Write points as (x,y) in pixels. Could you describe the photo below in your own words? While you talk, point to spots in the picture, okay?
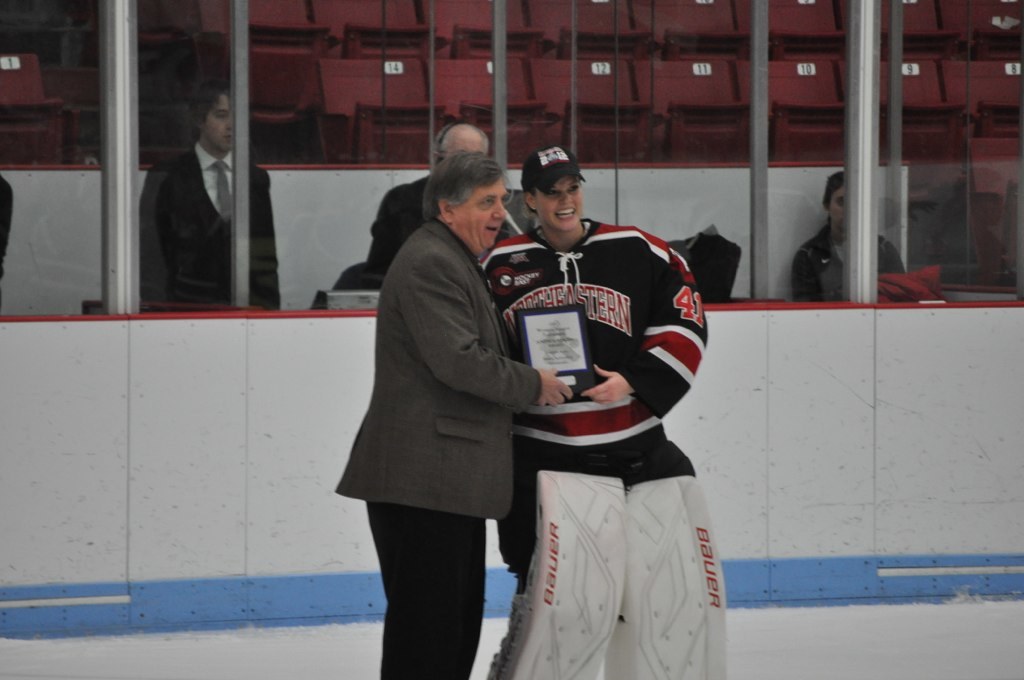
In the center of the image (484,236) we can see persons (355,458) standing on the ground (491,664). In the background (978,168) we can see persons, glass (686,140) and chairs (537,104).
